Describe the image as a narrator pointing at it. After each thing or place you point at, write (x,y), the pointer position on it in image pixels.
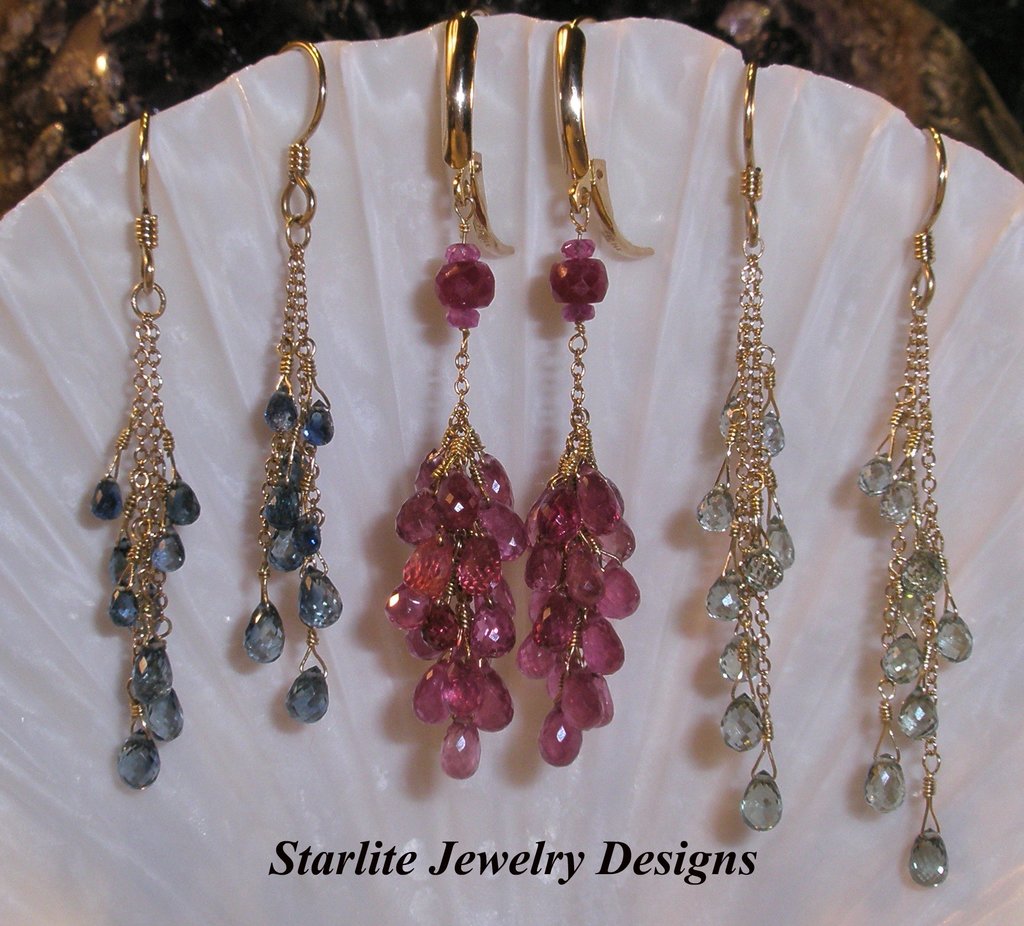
In this image I can see a picture of three pairs of earrings (555,517) of different colours which are hanged to some object (299,591). Also there is some text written on the bottom of the picture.
